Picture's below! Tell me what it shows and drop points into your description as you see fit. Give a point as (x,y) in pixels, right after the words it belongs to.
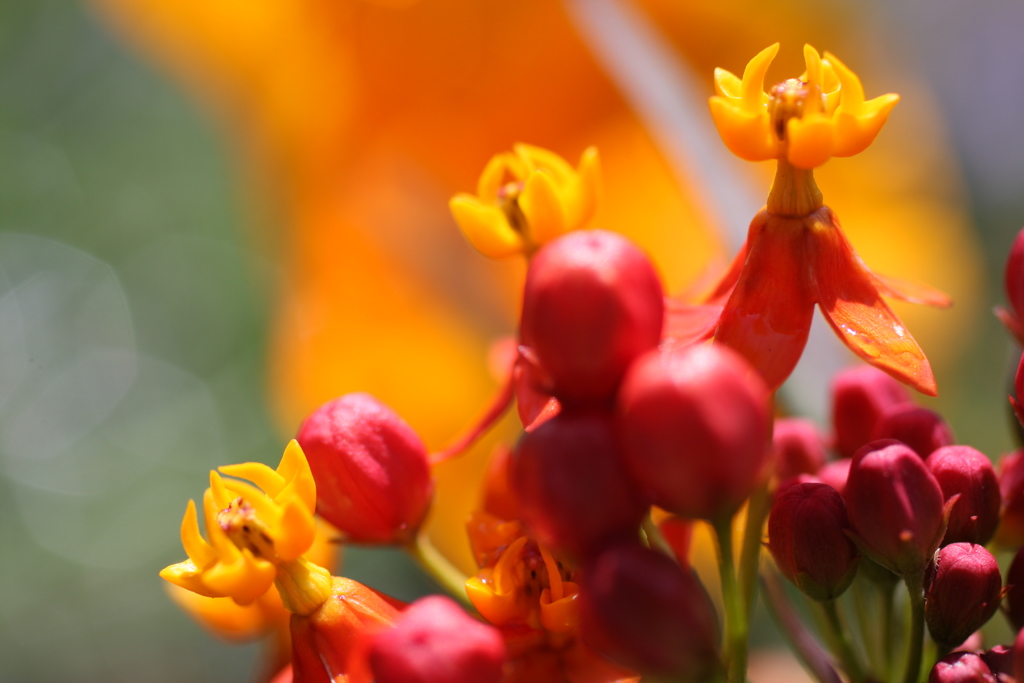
In this picture there are flowers (760,304) and buds (861,419) towards the right (902,467). The flowers (814,236) are in yellow in color, buds (947,443) are in pink in color.
